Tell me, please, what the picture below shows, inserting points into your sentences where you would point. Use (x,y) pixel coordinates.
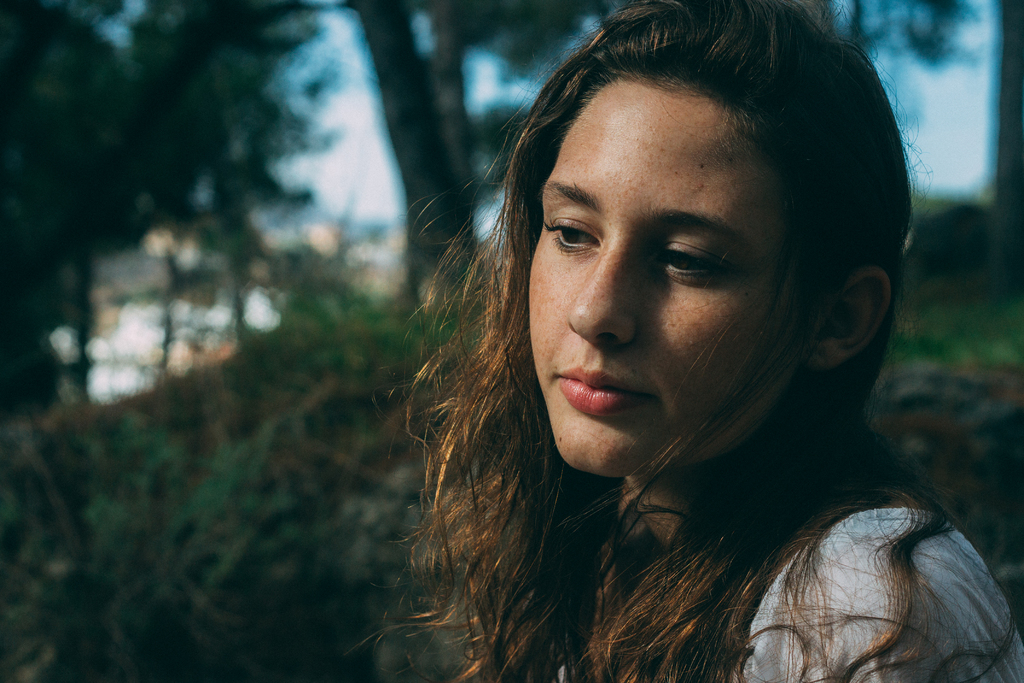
In the foreground of the picture (688,338) there is a woman (625,366). In the background (244,257) there are trees (1007,55).
